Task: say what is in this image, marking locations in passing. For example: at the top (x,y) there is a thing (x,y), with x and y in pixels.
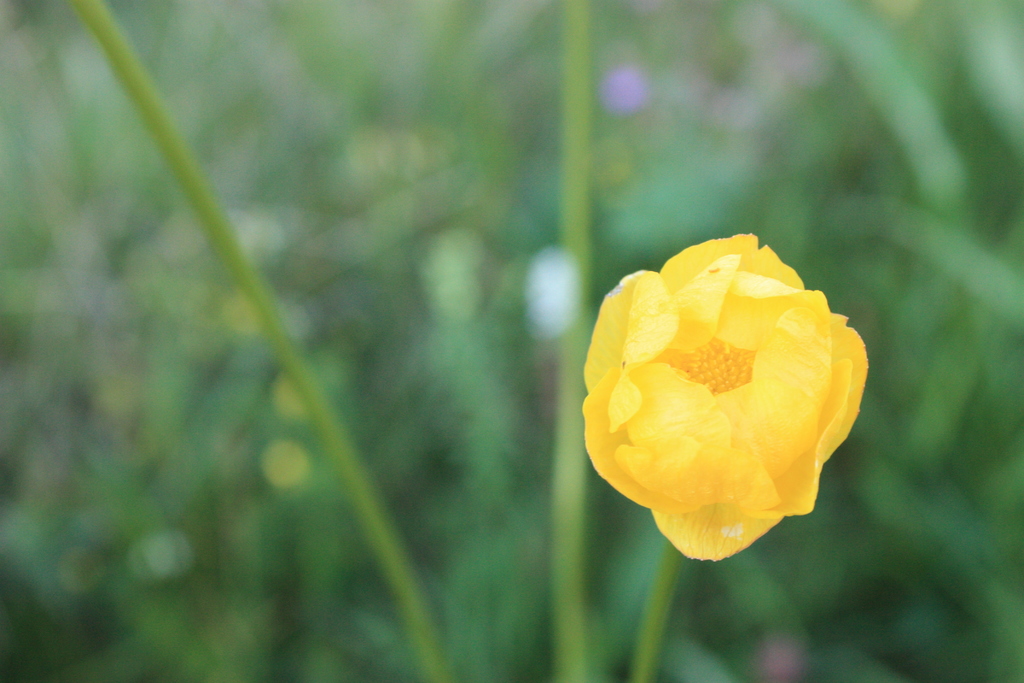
In this image we can see a yellow flower (781,362). The background of the image (470,494) is blurred.
